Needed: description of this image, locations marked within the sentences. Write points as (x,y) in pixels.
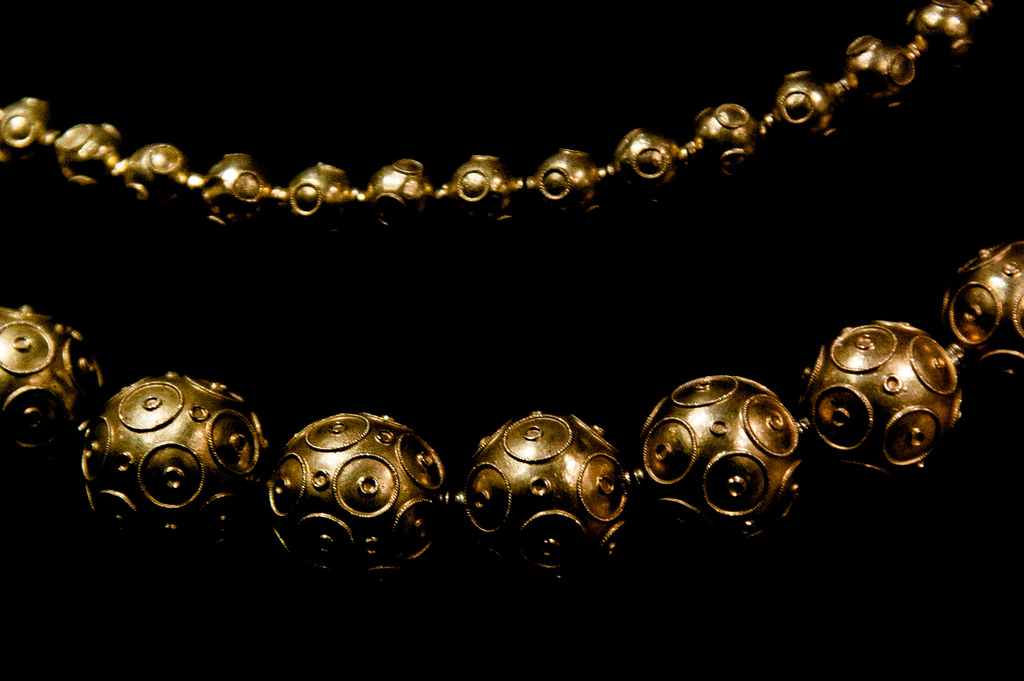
In this image the background (414,296) is black in color. In the middle of the image (358,444) there are two chains (390,180). They are gold in color.
